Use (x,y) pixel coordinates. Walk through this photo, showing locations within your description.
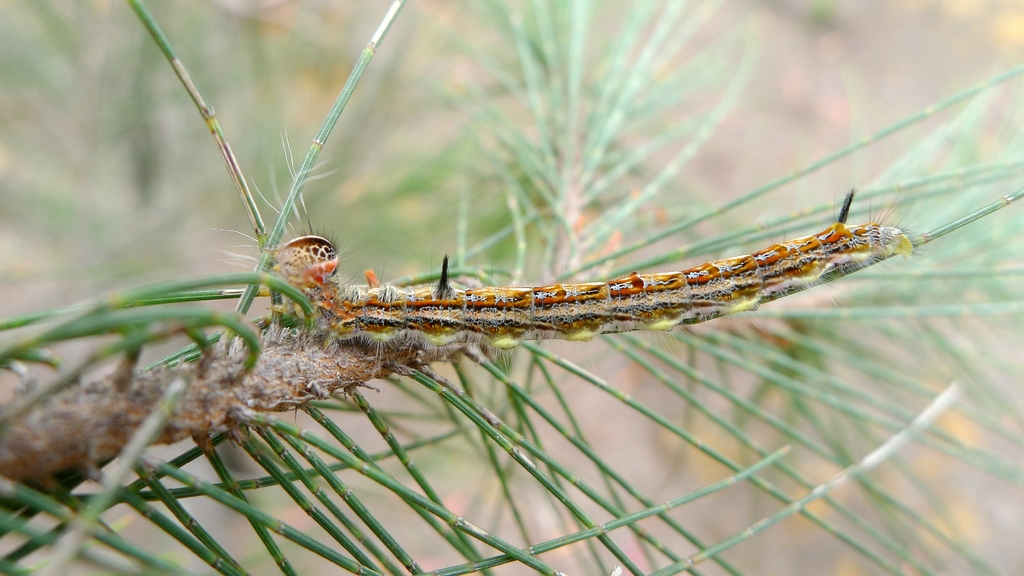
In this image we can see a branch (340,355), twigs (442,388) and it looks like a caterpillar (463,299). In the background of the image (597,277) there is a blur background (426,15).
